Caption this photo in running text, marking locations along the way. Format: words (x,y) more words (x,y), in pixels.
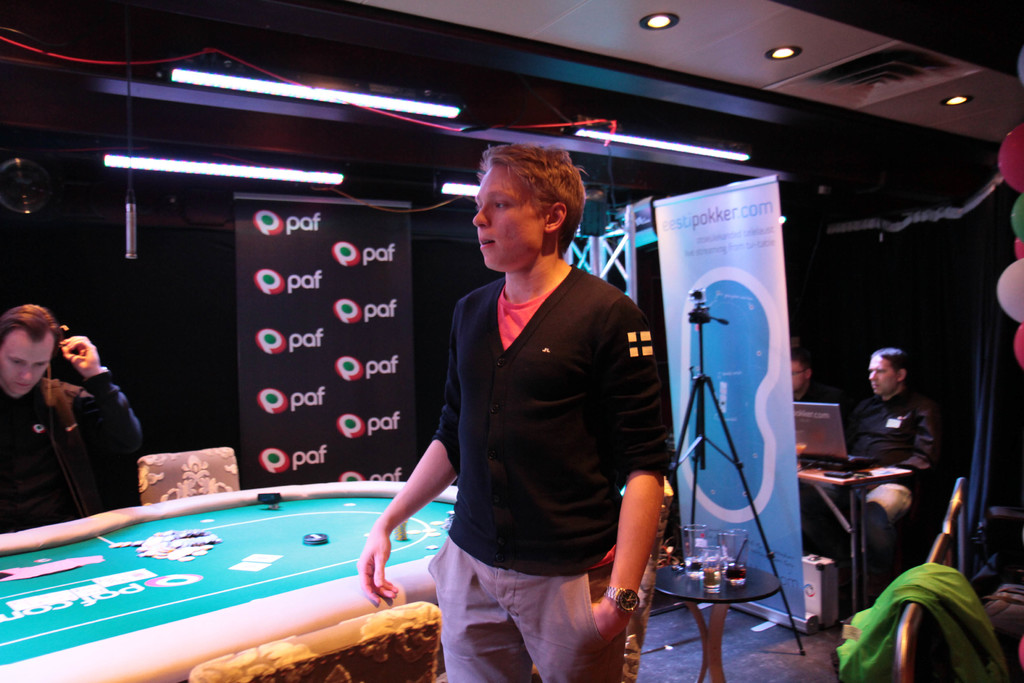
In the middle (540,355) there is a man (535,399) he wear black t shirt (536,479), trouser (545,610) and watch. On the right (857,408) there are two people (892,485) sitting in front of the table (816,471). On the left (40,409) there is a man (37,420) he is staring at something. In the back ground (697,387) there is a poster (709,289), stand (707,317), camera (700,306), table (723,602), glasses (709,581), lights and balloons (1016,211).
